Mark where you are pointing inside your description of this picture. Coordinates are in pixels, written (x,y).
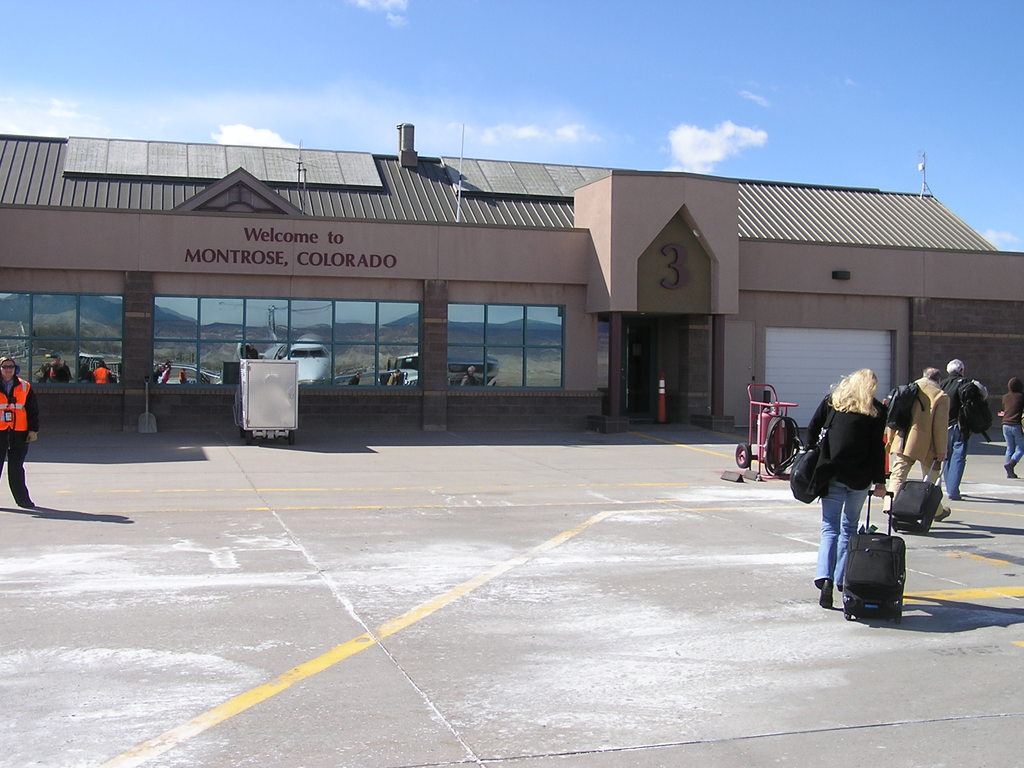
In the image there is a building (350,198) and there are few people (830,480) walking with the luggage (810,453) on the pavement (260,602) in front of the building (202,266).
